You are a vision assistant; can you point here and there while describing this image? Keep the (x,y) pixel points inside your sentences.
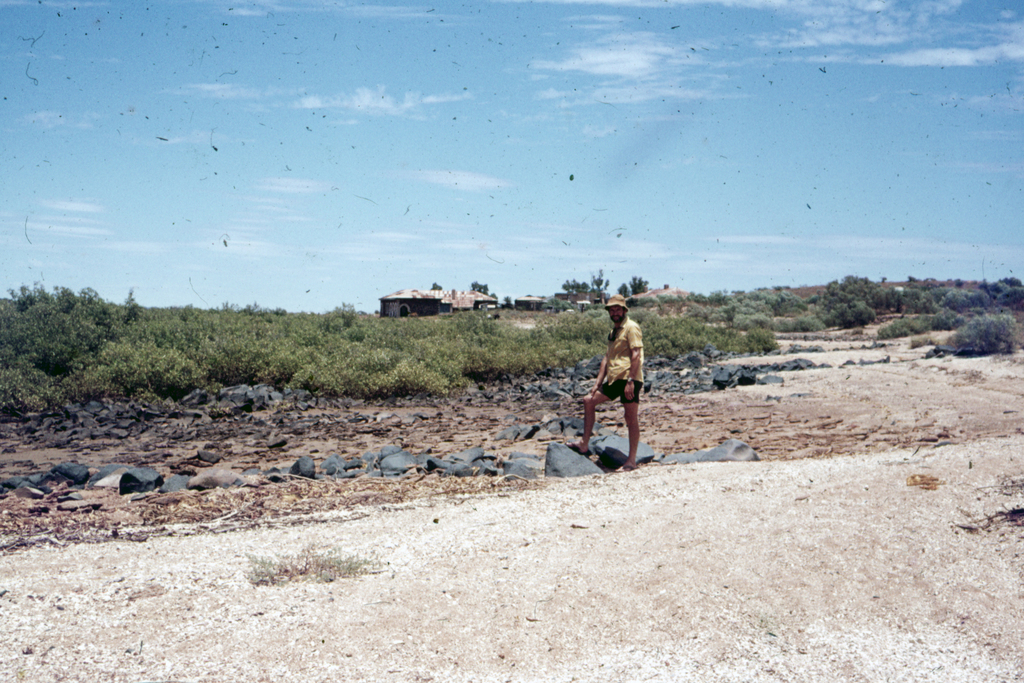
In front of the image there is a person (577,450) standing by placing his leg (597,393) on a rock (571,455), behind the person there are rocks (247,436), trees (420,373) and bushes (695,339), in the background of the image (397,300) there are wooden houses (515,303), at the top of the image (299,172) there are clouds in the sky (617,69).
